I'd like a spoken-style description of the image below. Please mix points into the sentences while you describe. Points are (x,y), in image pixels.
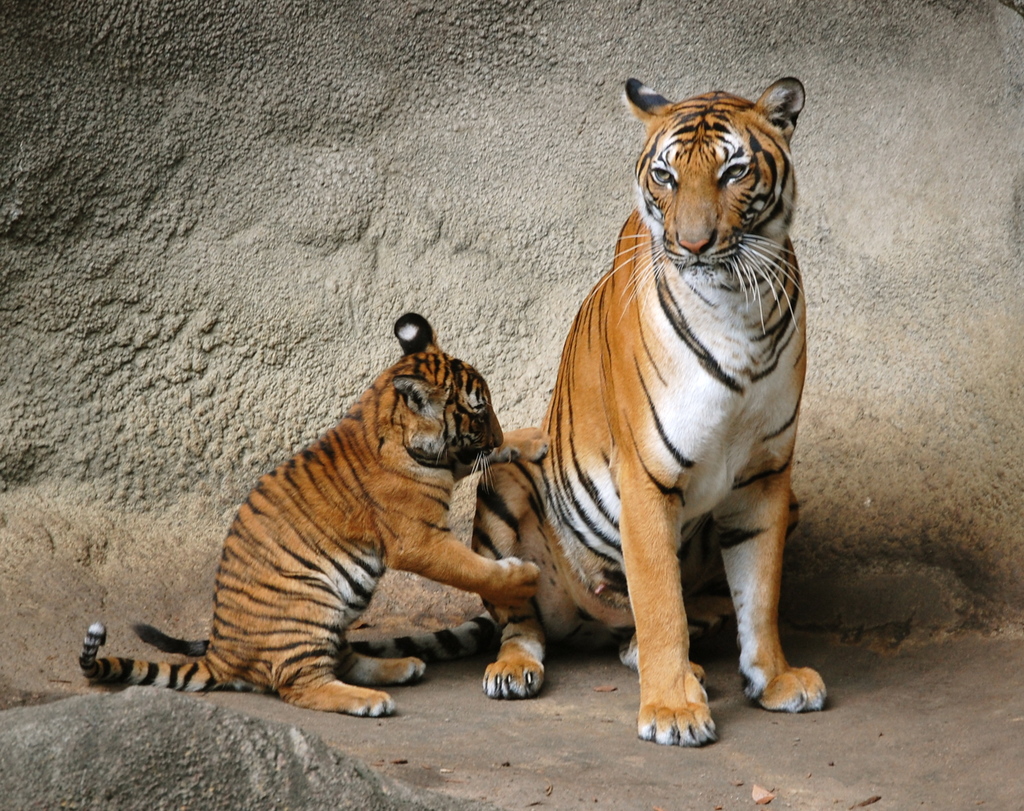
In this picture we can see a tiger (621,365) and a cub (353,498).
